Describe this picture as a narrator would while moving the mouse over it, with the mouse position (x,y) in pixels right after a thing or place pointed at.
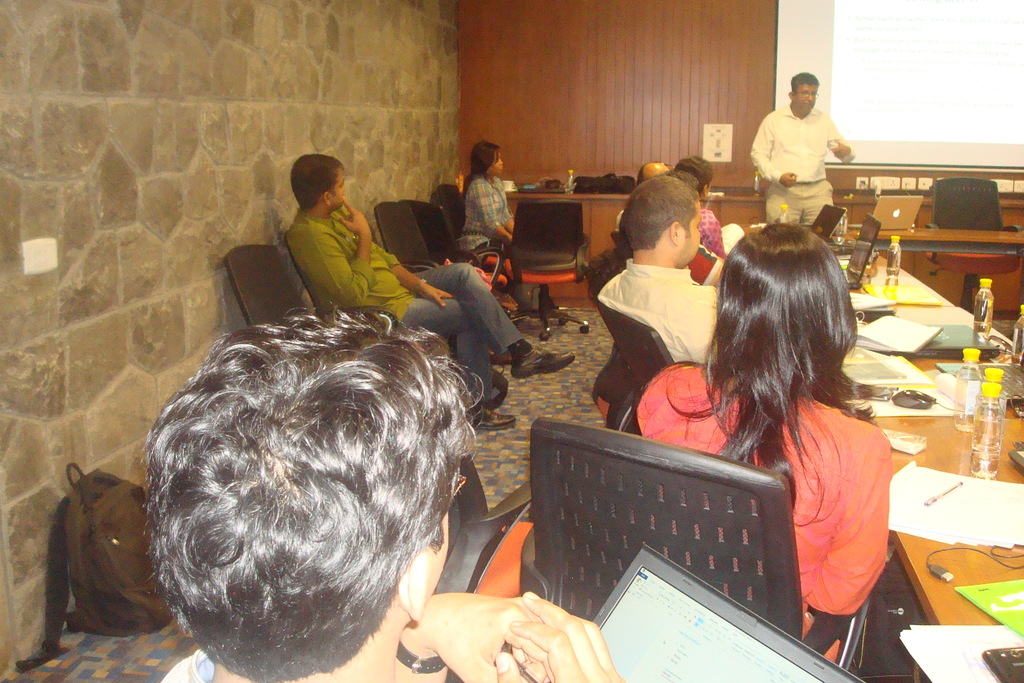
There is a room (423,122). There is a group of people (767,388). They are sitting on a chairs (552,442). On the right (758,154) we have a person (800,125). He is standing. There is a group of people (767,420). There is a paper (935,397), laptop (958,334), bottle (974,376), mouse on a table (931,428). We can see in background (157,83) wall (157,83), cupboard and projector (844,66).
